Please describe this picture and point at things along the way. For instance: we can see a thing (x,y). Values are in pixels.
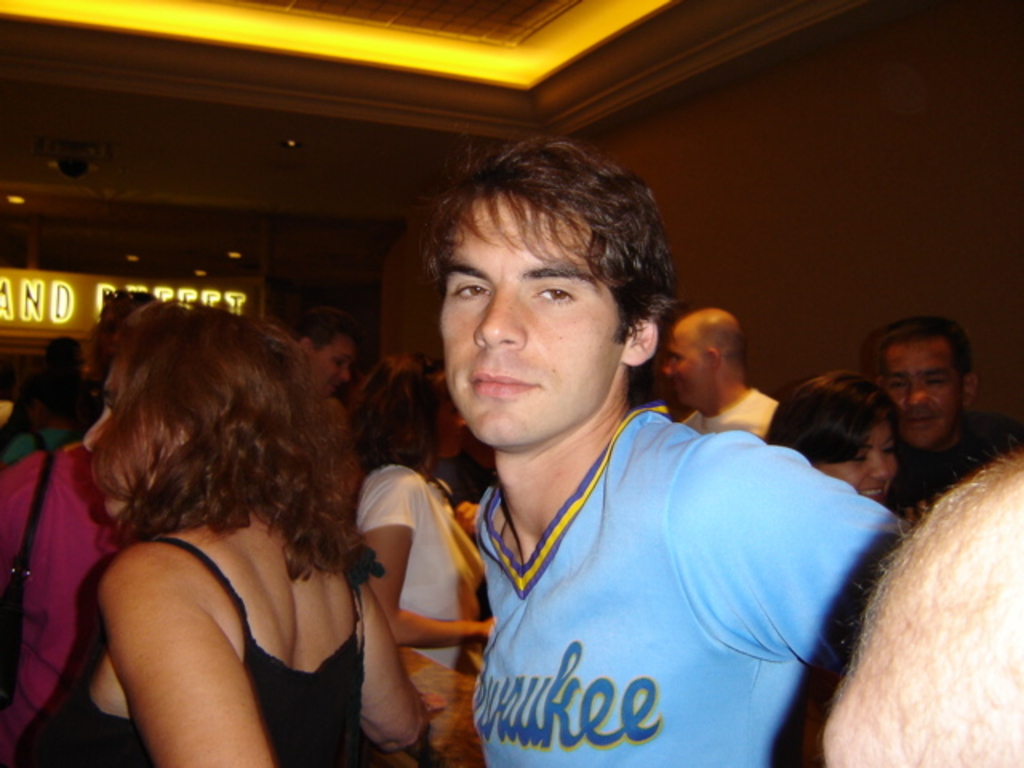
In this image there are people (523,366) standing, in the background (574,131) there are wall (701,278), at the top (310,39) there is a ceiling (300,42) and lights (572,28).
